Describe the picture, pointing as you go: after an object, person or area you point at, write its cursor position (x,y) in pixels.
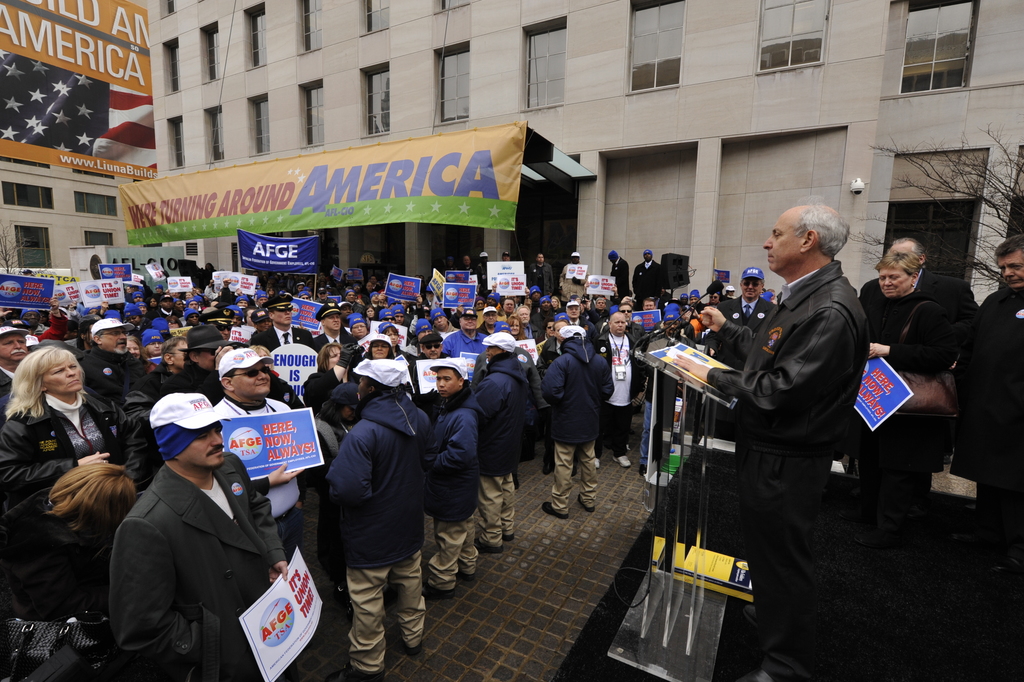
In this picture we can see people (182,439), podium (665,452) with mic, hoarding (363,195), flag (70,115), trees (995,188) and buildings (18,187). These people (208,318) are holding posters (301,442) and banner (242,262). Far there is a speaker (679,273).
